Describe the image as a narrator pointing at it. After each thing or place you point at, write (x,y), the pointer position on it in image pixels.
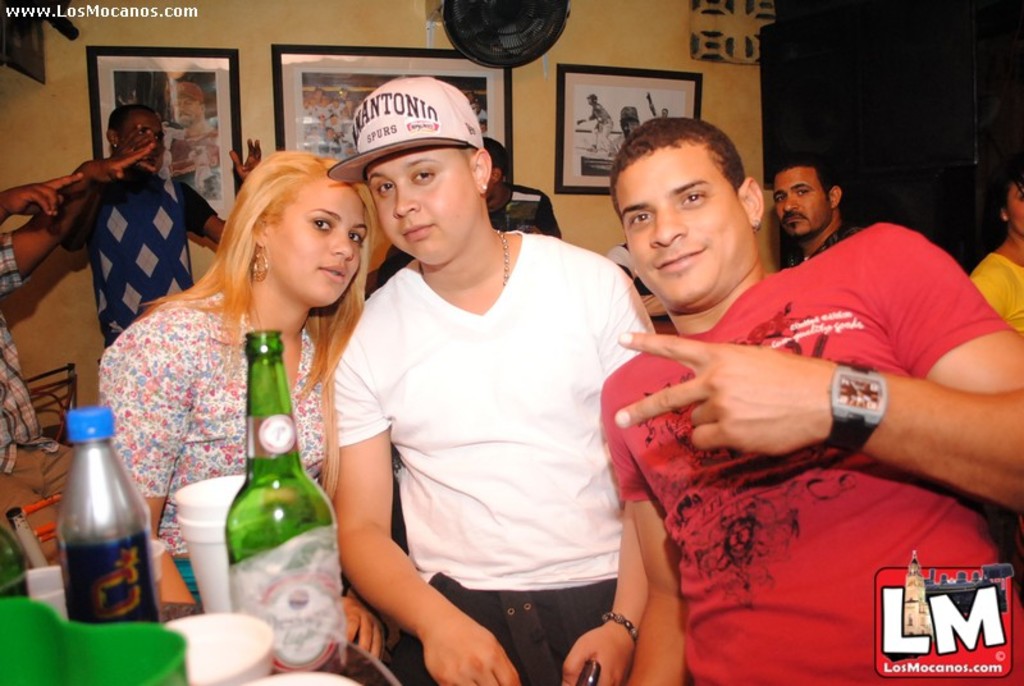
In the image we can see there are people (644,444) who are standing in front (826,450), at the back (26,399) other people (110,225) are standing and the person (344,165) in the middle (432,242) is wearing cap (417,114) and in front there are wine bottles (255,502) and juice bottles (110,413) and glass (212,634) on the table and person (837,461) in the corner is wearing wrist watch (852,419) and on the wall (66,112) there are photo frames (108,110).
